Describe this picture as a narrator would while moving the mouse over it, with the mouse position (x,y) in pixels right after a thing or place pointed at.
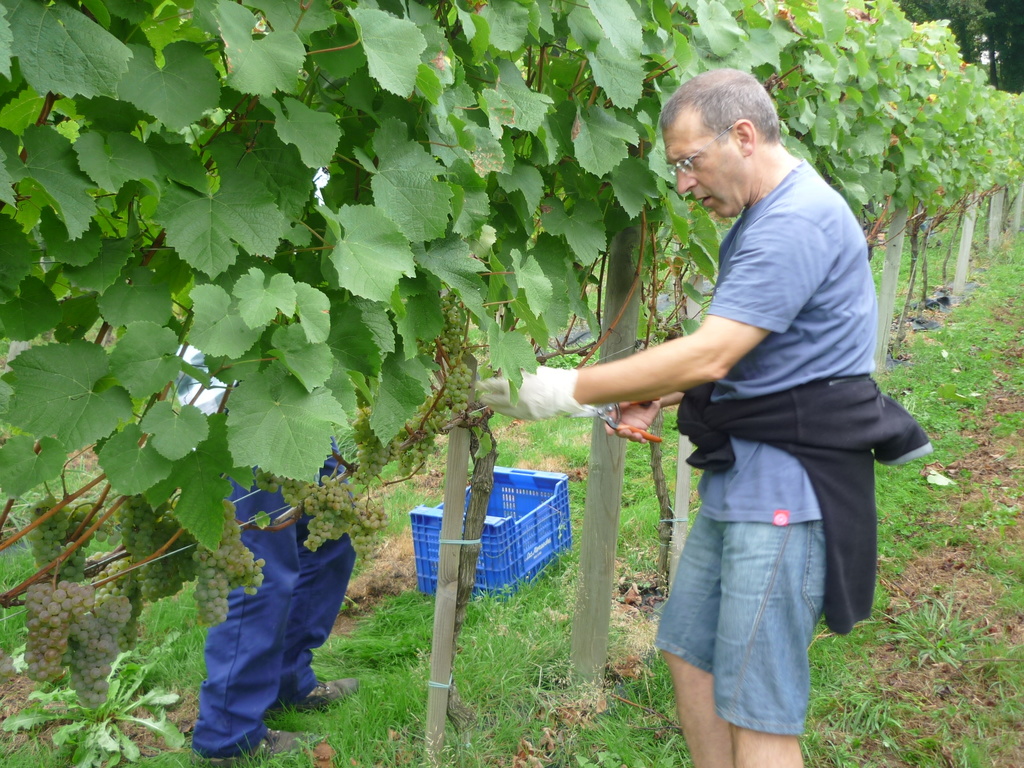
To the right side of the image (729,107) there is a person (885,435). In front of him there are grape plants (367,293). At the bottom of the image (886,728) there is grass (606,741). To the left side of the image (317,626) there are persons legs (310,563).
